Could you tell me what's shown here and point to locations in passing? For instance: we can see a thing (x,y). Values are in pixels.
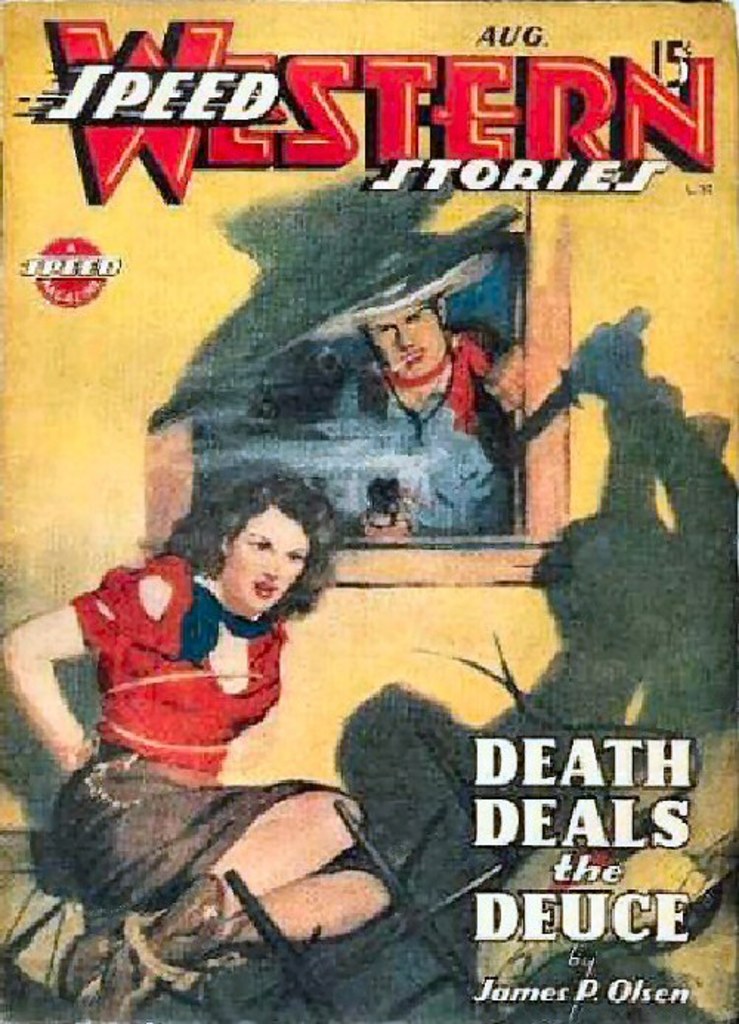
This is a picture of a poster (399,552), where there is a image of two persons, and there are words (438,145), numbers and a symbol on the poster (163,632).
